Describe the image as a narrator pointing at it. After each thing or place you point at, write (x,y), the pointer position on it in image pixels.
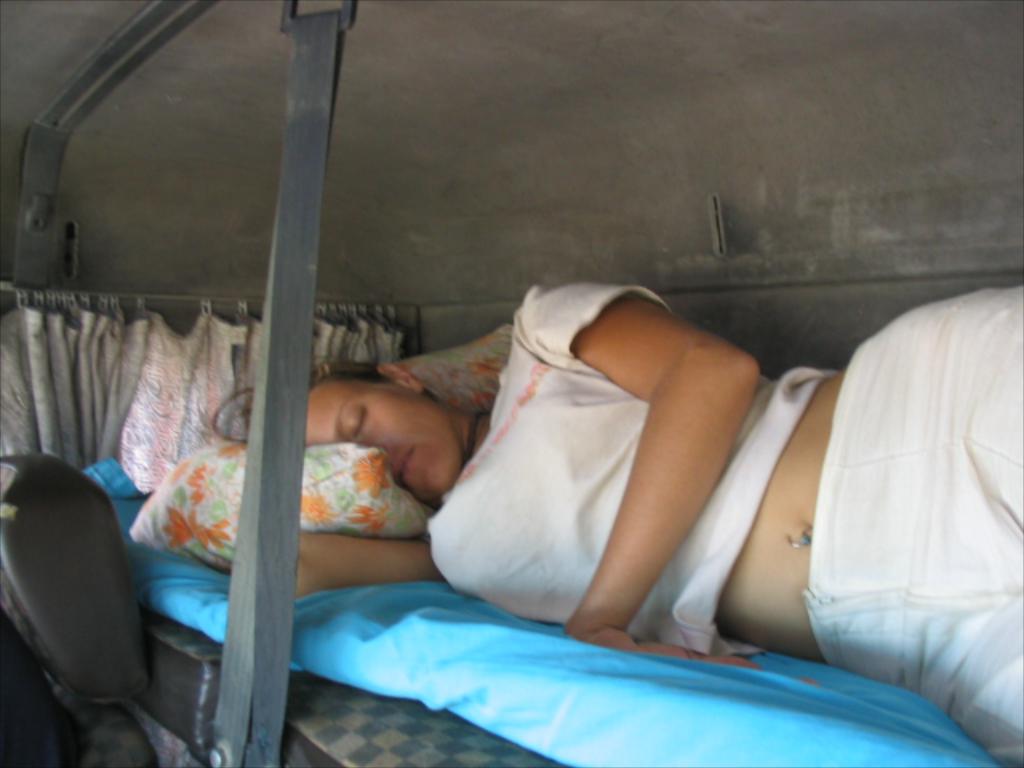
This is the picture of a person (558,495) in white t shirt (547,544) lying on a bed (378,635). Behind the person (450,454) there is a curtain (380,346).
